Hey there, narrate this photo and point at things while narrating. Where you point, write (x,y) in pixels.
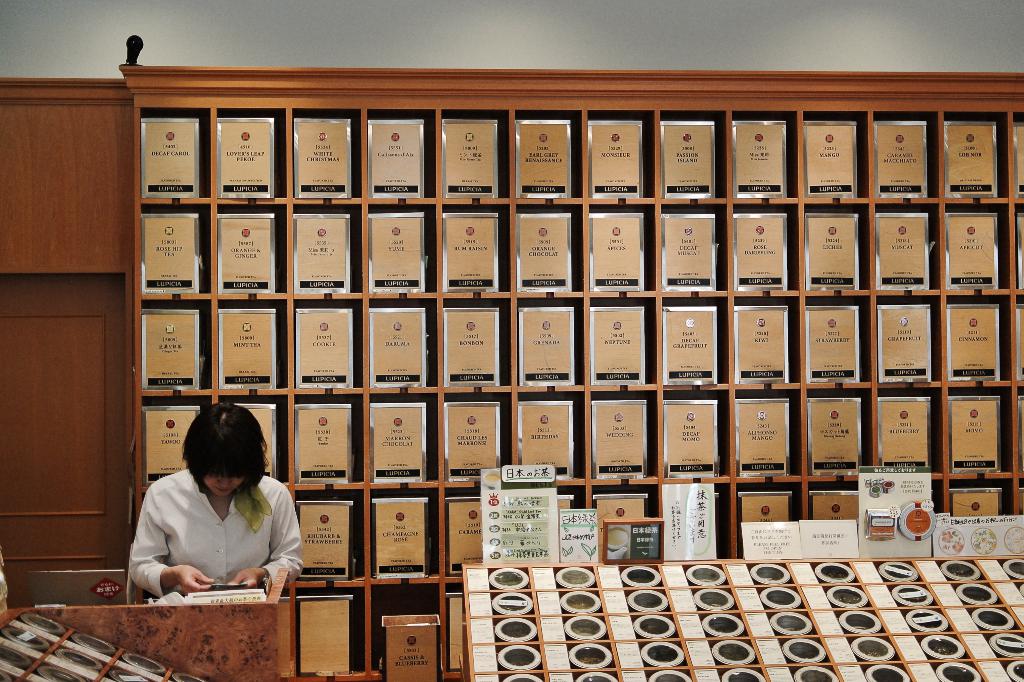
In this image we can see a lady (248,572) holding a cellphone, behind her there are some tea packages (492,418) on the racks (444,293), there are some objects (519,636) on the table (636,641), also we can see closets (950,495), wall (686,43), and some posters (684,539) with some text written on it.
